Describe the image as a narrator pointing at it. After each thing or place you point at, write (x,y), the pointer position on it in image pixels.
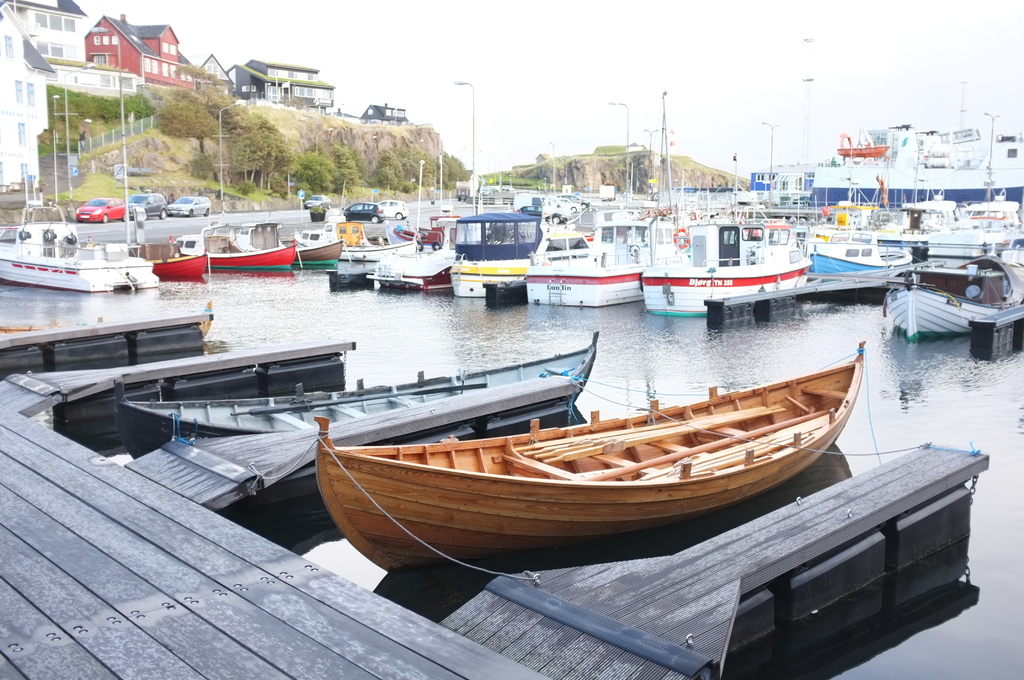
In this image we can see boats (413,257) and ships (445,267) on the water (311,286) and platform (110,547) on the left side (258,580). In the background (360,202) we can see vehicles (307,203) on the road (289,208), poles (221,132), street lights (237,105), buildings (252,84), windows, trees (191,97), plants (77,140), objects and the sky (668,71).
